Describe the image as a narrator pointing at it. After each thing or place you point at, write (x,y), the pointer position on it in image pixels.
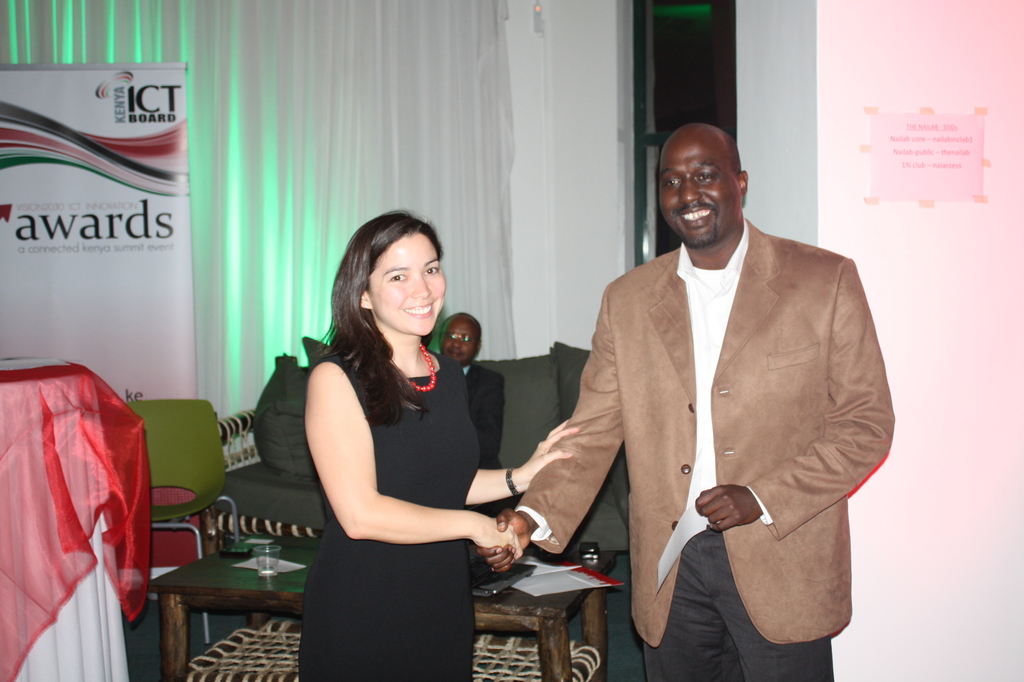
There is a woman (393,443) and a man (684,426) in this picture, shaking their hands (527,517). Both of them were smiling. In the background (242,579) there is a sofa (229,475) table (210,570) on which some papers (280,568) and a glass (271,567) was placed. We can observe a curtain (306,147) and a poster (24,290) here.
